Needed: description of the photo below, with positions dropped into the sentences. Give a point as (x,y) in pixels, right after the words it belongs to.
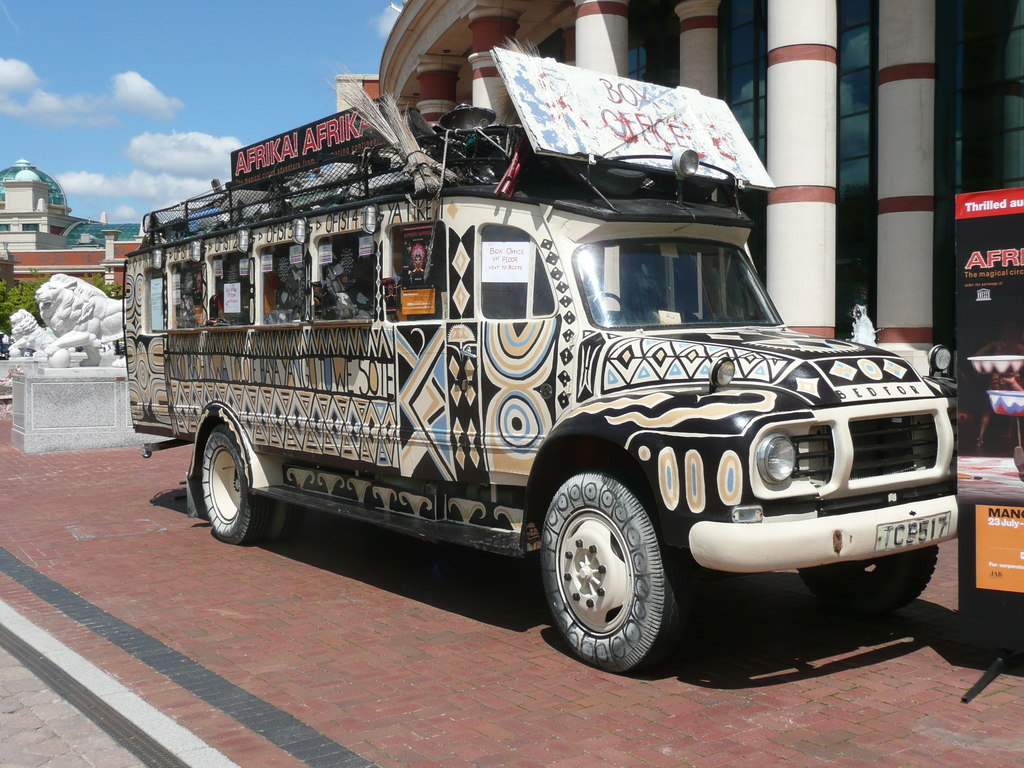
In the center of the picture (389,335) there is a truck (437,237). On the right (984,529) there is a banner (980,359). On the left (61,363) there are sculptures (41,327). In the background (28,255) there are buildings (68,252) and trees (17,290). Sky (184,42) is sunny.
